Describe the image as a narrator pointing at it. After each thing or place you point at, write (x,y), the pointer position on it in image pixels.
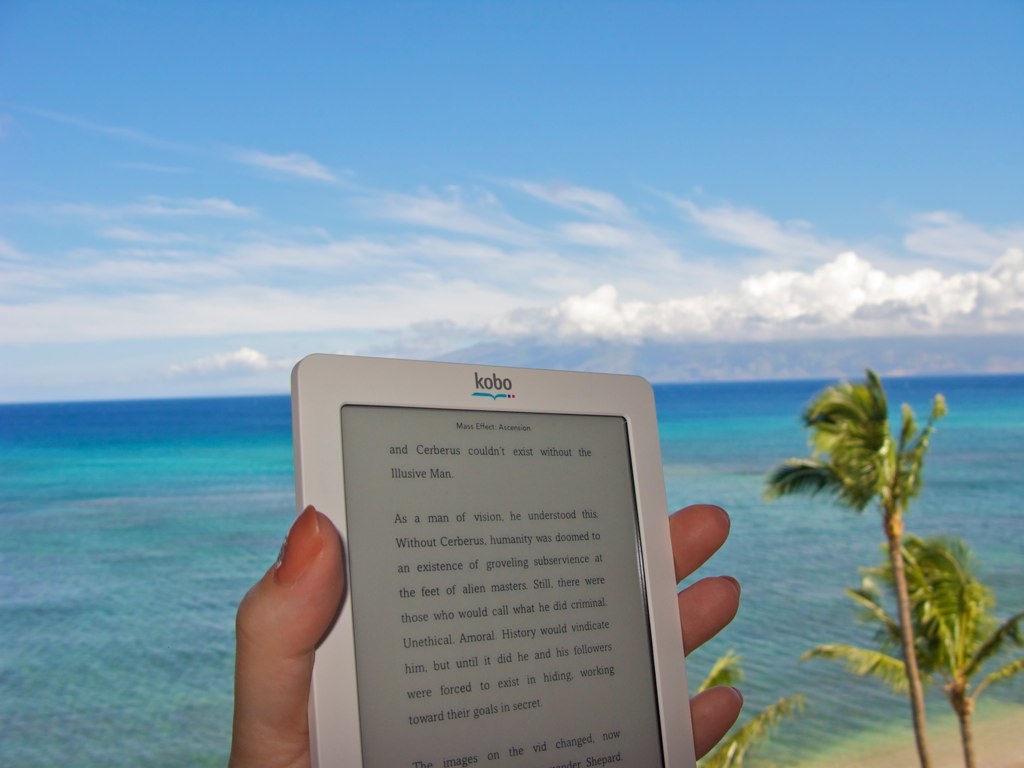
In the image we can see there is a person (241,638) holding tablet (566,591) in her hand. Behind there are trees (886,578) and there is an ocean (30,585).
